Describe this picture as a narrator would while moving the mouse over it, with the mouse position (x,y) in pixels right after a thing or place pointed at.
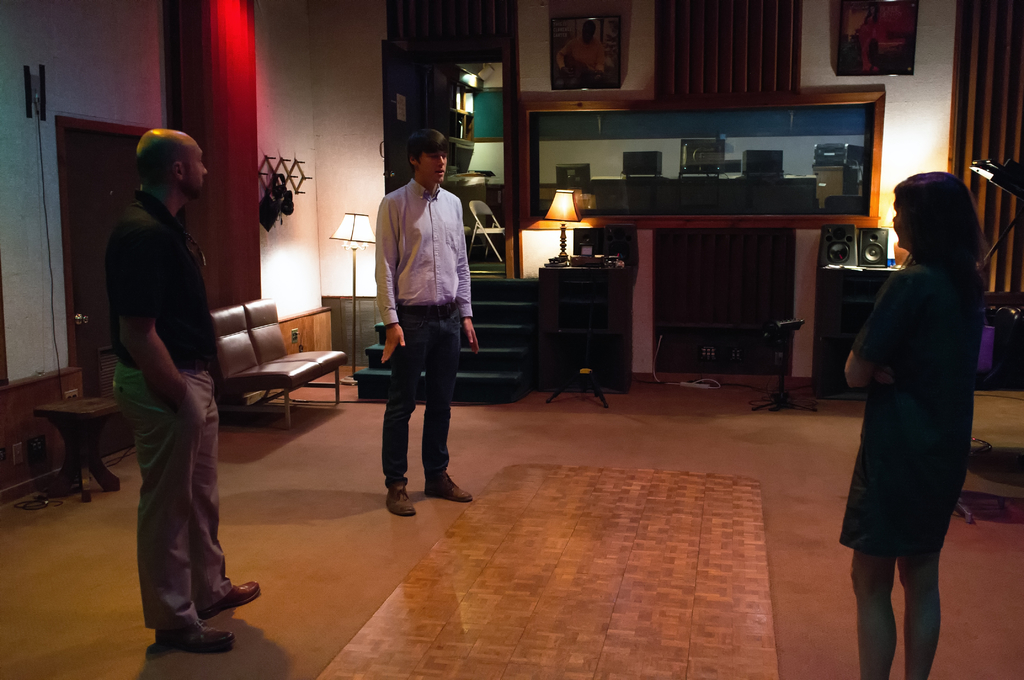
There is a floor (526,610) with a carpet (675,622) on beside which there are two man (392,337) and woman (919,489) standing. And a pillar (257,284) with lamp (355,218) and beside that there is a big frame (776,222) and sound box (828,264) on table (618,365).
